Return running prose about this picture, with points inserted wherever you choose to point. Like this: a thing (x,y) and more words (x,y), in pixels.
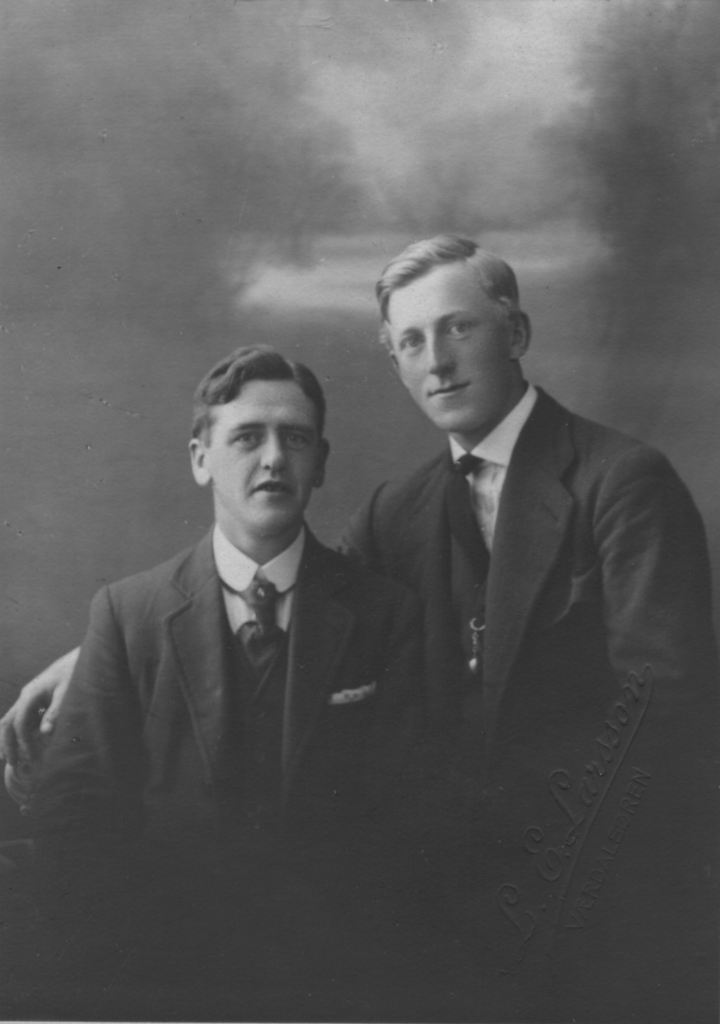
This image is a black and white image. In this image the background (149,306) is dark. In the middle of the image (450,472) there are two men (380,743).
